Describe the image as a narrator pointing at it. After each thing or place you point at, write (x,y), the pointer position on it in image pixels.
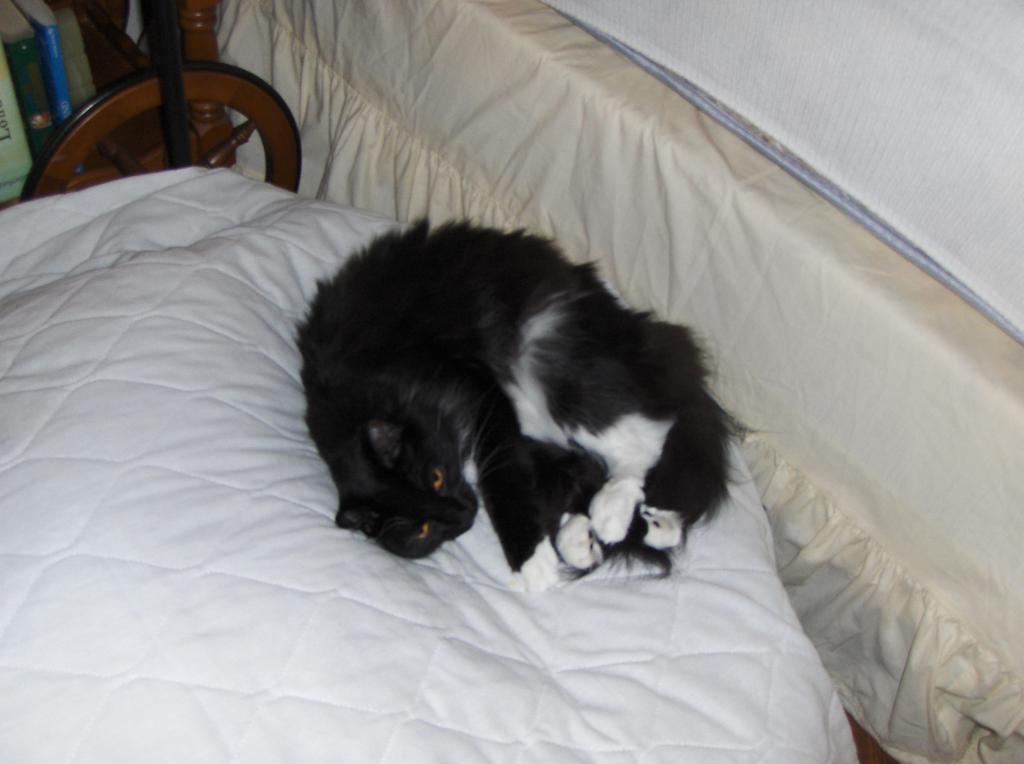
This is the cat (496,278) lying on the cushion (216,479). I think it is covered with a blanket (160,371). This looks like a wooden object (214,124). I think this is the bed (911,385) covered with a cloth (955,436).
